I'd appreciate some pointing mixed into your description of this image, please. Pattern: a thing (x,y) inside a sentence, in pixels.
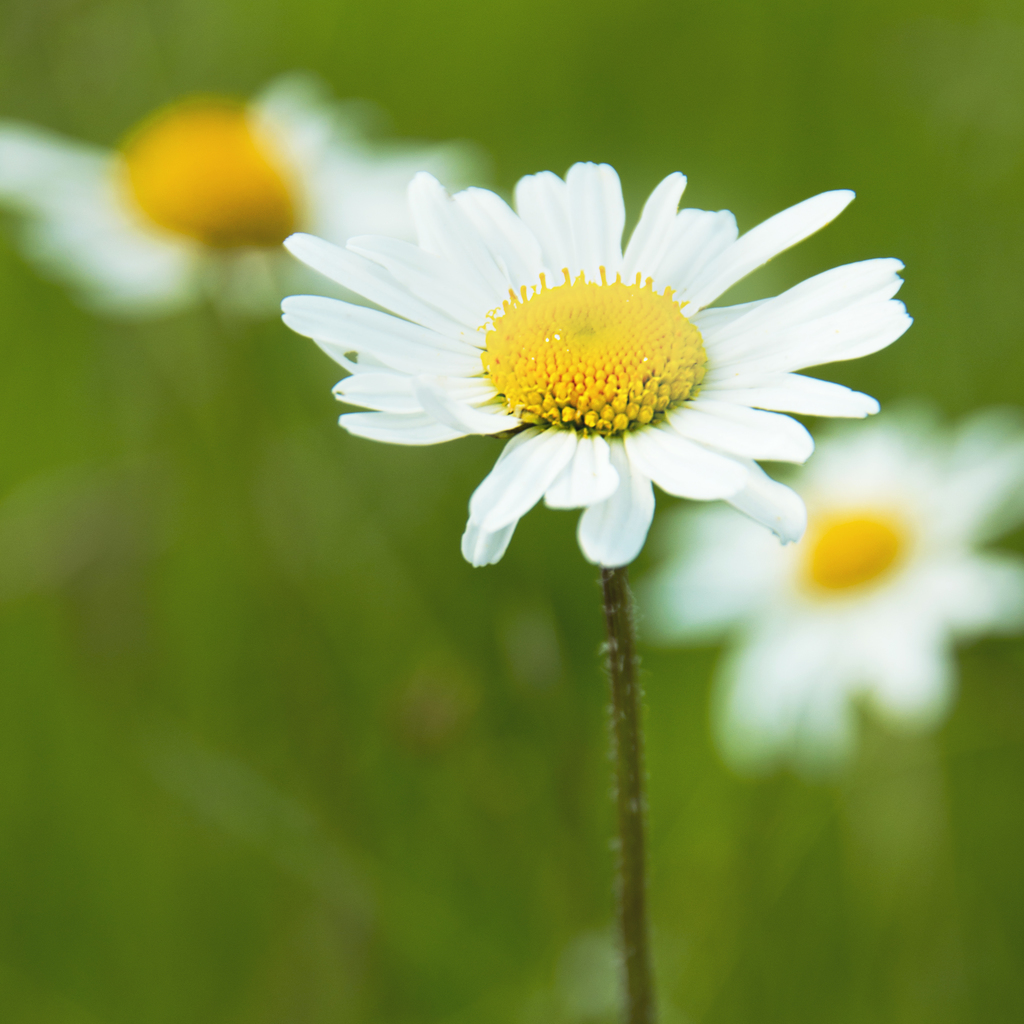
In this image there are flowers (732,448). In the center (591,352) there is a flower (634,392) to a stem (618,651). It has white petals (511,218). In the center of the flower (585,320) there are yellow pollen grains (589,356). The background (268,709) is blurry.
